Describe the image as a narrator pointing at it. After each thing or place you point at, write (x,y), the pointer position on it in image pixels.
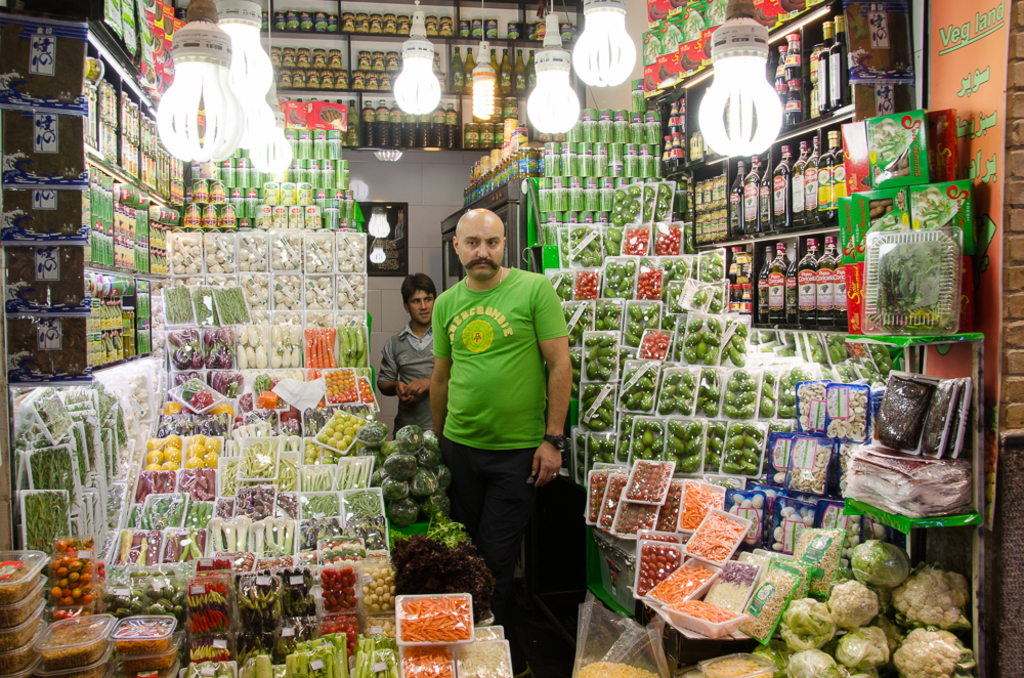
In this image there is a man (491,382) standing in the middle (491,422). It looks like it is a vegetable store (364,458) in which there are so many vegetables (742,401) and fruits (660,342) which are packed in the boxes (195,493) are beside him. At the top (568,81) there are lights (258,103). There are bottles (776,197) on the right side (816,183) which are kept in the racks (770,232). In the background (420,330) there is another man (409,336) who is standing in the middle (408,395). At the bottom (186,639) there are boxes (85,628) in which there are vegetables (437,636) and fruits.
